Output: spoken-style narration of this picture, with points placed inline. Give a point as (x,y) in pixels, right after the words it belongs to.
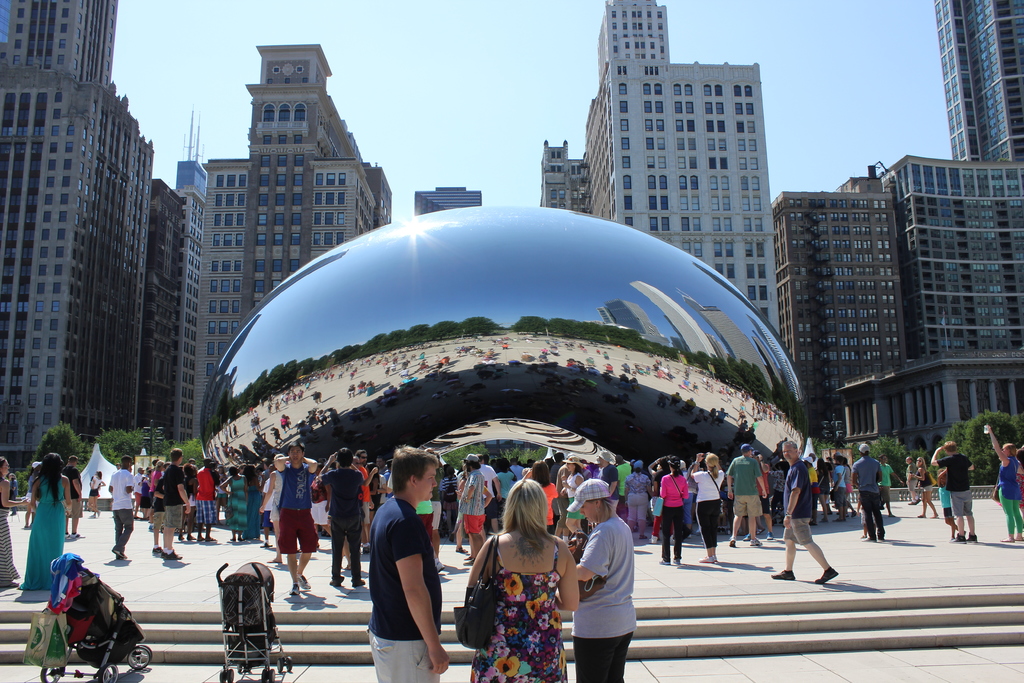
In this image I can see number of persons (512,494) are standing on the ground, few stairs (322,648), few strollers (82,626) and a huge glass object (509,392) in which I can see the reflection (502,315) of the sky (406,285), few trees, few buildings (766,347) and few persons (547,382). In the background (10,434) I can see few trees (164,449), few buildings (750,257) and the sky (299,12).
